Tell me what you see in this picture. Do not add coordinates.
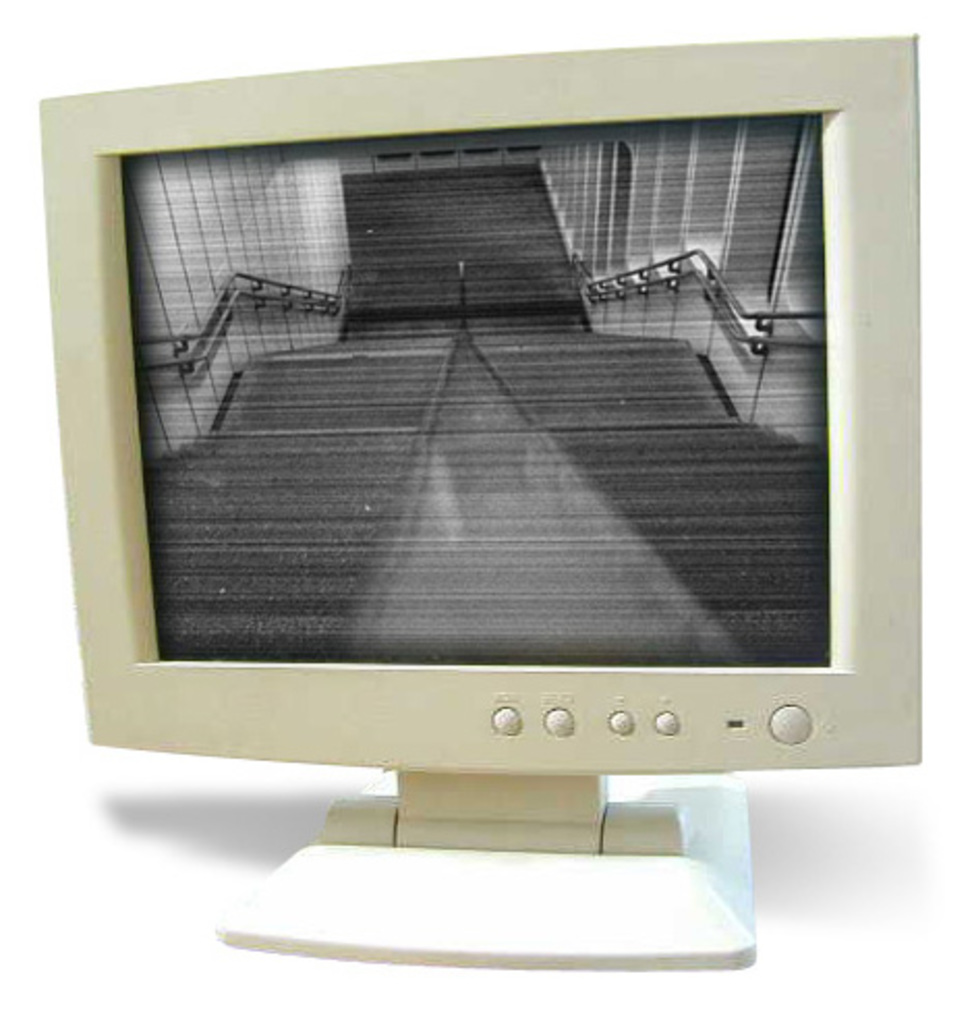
In the image we can see a desktop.
